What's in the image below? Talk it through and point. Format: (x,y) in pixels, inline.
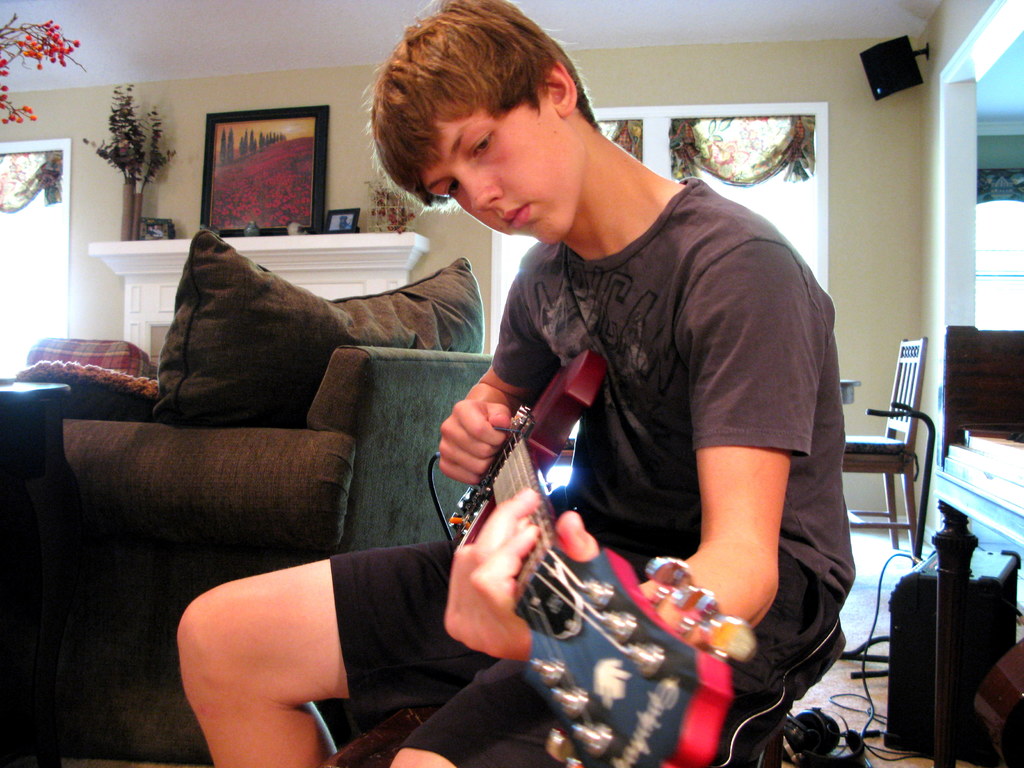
On the background (176,173) we can see a wall (894,186) and window (774,195) and curtains (54,190). Here we can see a cupboard (133,257) and on the cupboard (266,242) we can see photo frame (264,174) and flower vase (380,197). This is a chair (171,492) and on the chair (384,374) we can see cushions (241,380). this is also a chair (891,455). Here we can see One boy (665,454) sitting on a chair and playing a guitar (560,630).
